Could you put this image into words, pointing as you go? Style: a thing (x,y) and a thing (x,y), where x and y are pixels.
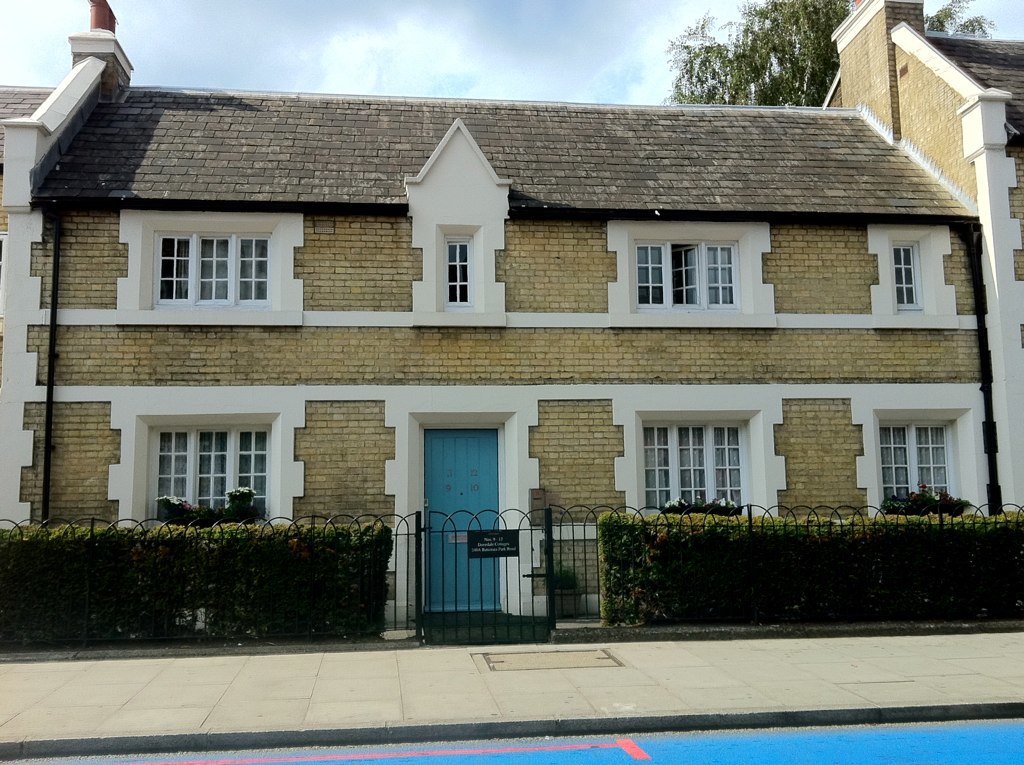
In this image we can see a house (587,357) with some windows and a door (465,567), there is a gate (511,570), fence (418,568), plants (761,567) and a pavement (802,658) in front of the house (472,407) and in the background (456,49) there is a tree (818,45) and a sky (404,47).
